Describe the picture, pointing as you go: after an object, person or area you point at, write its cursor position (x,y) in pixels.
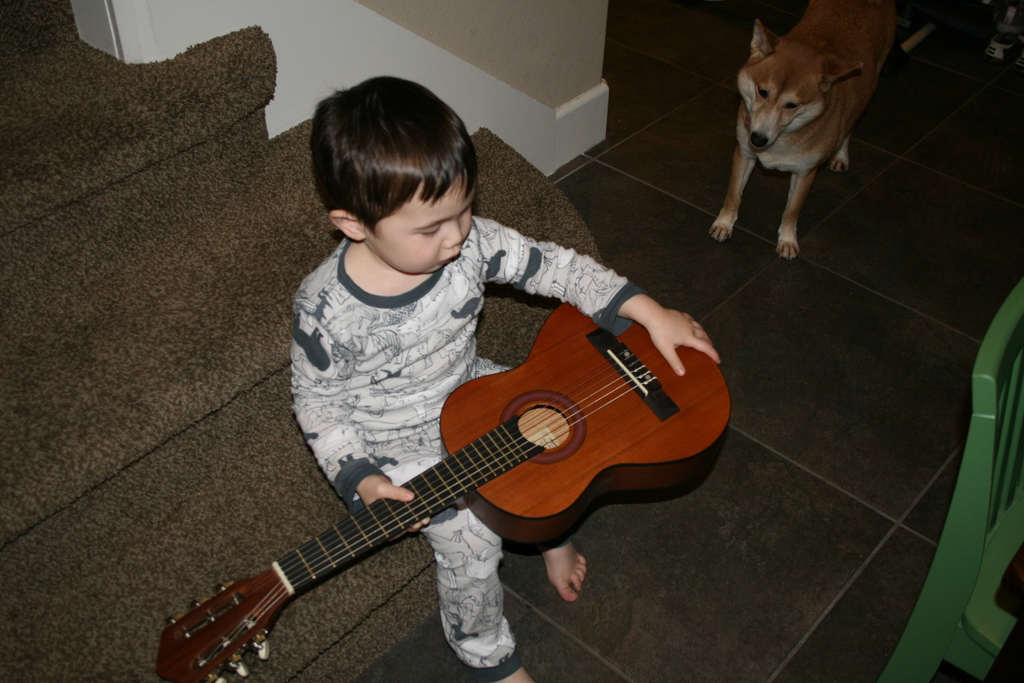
This kid (442,560) is holding a guitar (417,518) which is in brown color and sitting on stairs (295,513). Beside this kid (362,403) there is a dog (800,143). We can able to see a chair (1012,535) in green color.
